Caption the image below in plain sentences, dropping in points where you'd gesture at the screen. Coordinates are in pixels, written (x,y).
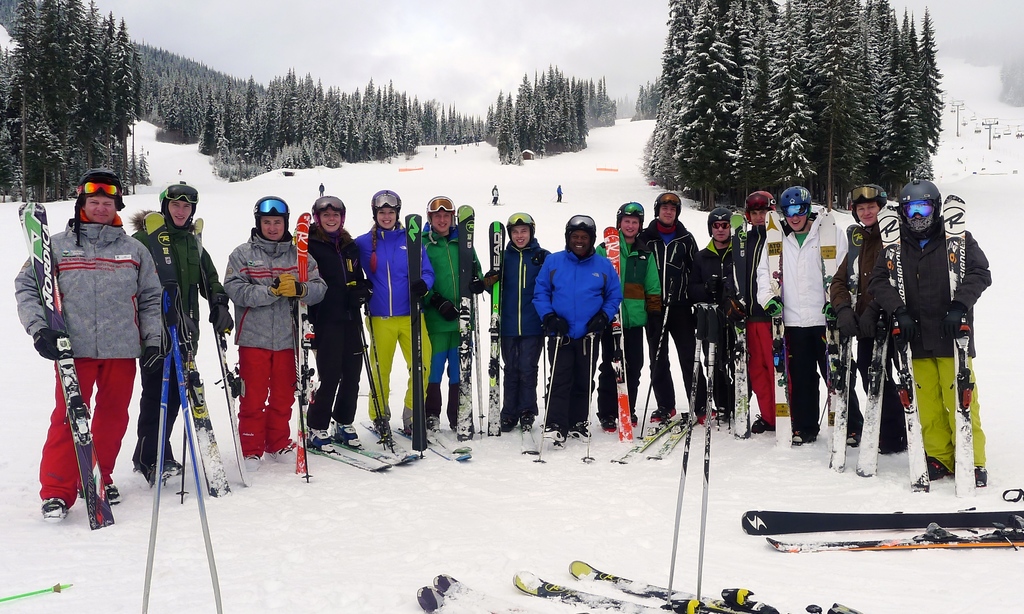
In this picture we can see a group of people (795,241) wore goggles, gloves (48,345), shoes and standing on snow (526,496) and smiling and beside them we can see skis (972,443) and in the background (340,97) we can see poles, trees (869,129), sky (569,42) with clouds (494,37).
